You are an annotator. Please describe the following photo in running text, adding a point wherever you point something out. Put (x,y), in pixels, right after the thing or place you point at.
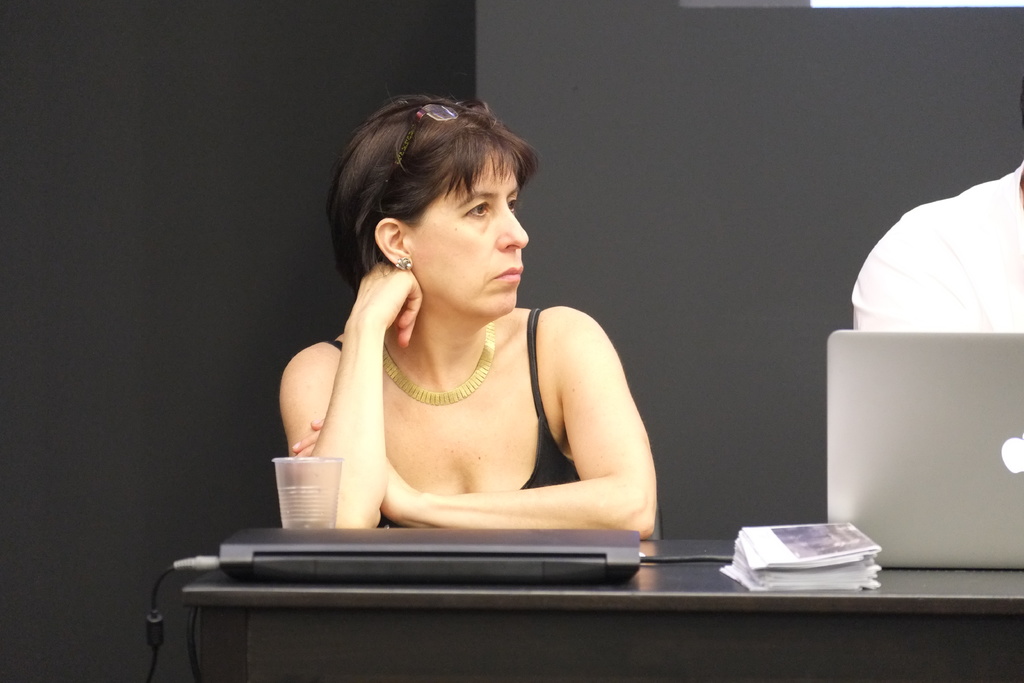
In the image we can see there is a woman (480,315) in the image and on the table (935,596) there is laptop (452,549) and a glass (328,525).
